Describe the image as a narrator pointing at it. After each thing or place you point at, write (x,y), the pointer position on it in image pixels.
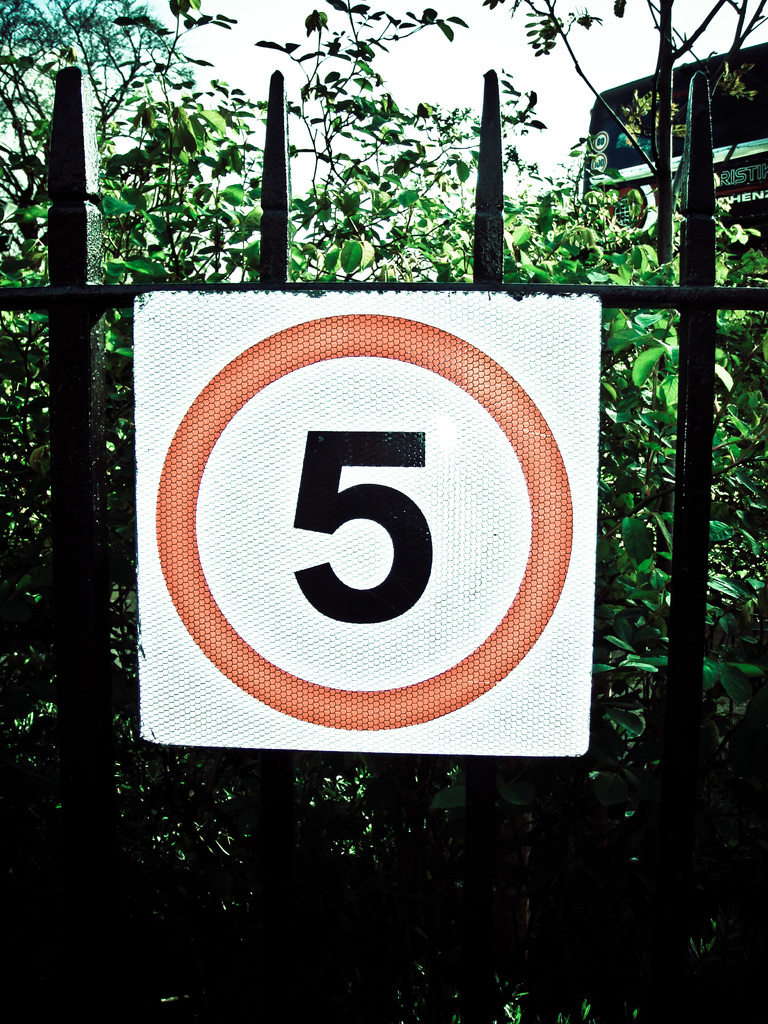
In the foreground of the picture (60,975) there is an iron object (198,288), on the iron frame (81,264) there is a board (380,514) with number 5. In the center of the picture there are plants (16,407). In the background (660,119) there are tree (663,129) and vehicle (645,137).
